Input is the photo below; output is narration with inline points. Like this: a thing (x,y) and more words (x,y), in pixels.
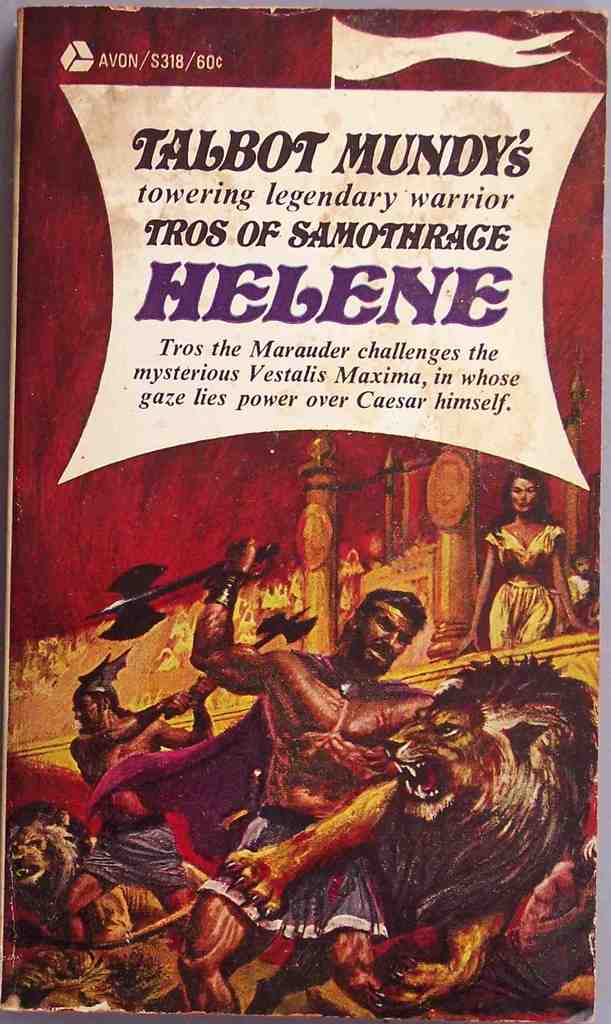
In this image there is a cover page (194,446) of a book (244,721) with some images (356,674) of few people (313,763) and lions (493,788) with some text (351,289) on it.
